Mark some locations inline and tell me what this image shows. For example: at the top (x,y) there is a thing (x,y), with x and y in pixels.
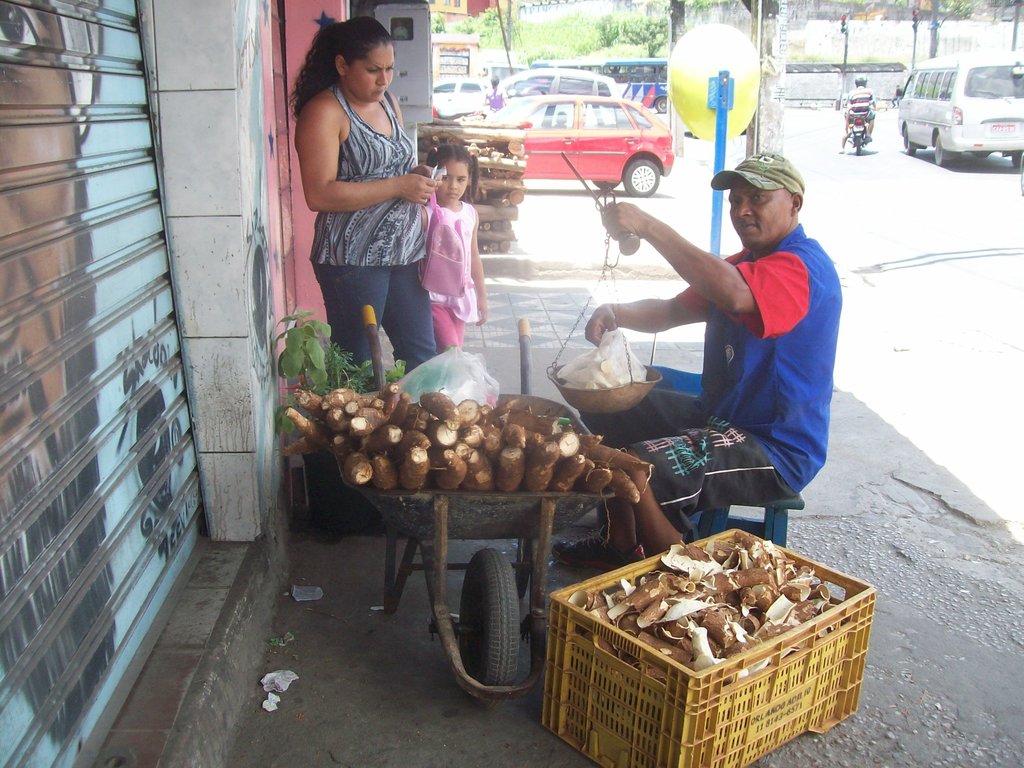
In this image we can see a man (787,354) is sitting, and holding some object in the hand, in front (336,240) here a woman (315,115) is standing, beside here a girl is standing, here are the vegetables (333,400), here is the shutter (5,352), here are the cars (582,117) travelling on the road (807,193), here are the trees (601,26).
